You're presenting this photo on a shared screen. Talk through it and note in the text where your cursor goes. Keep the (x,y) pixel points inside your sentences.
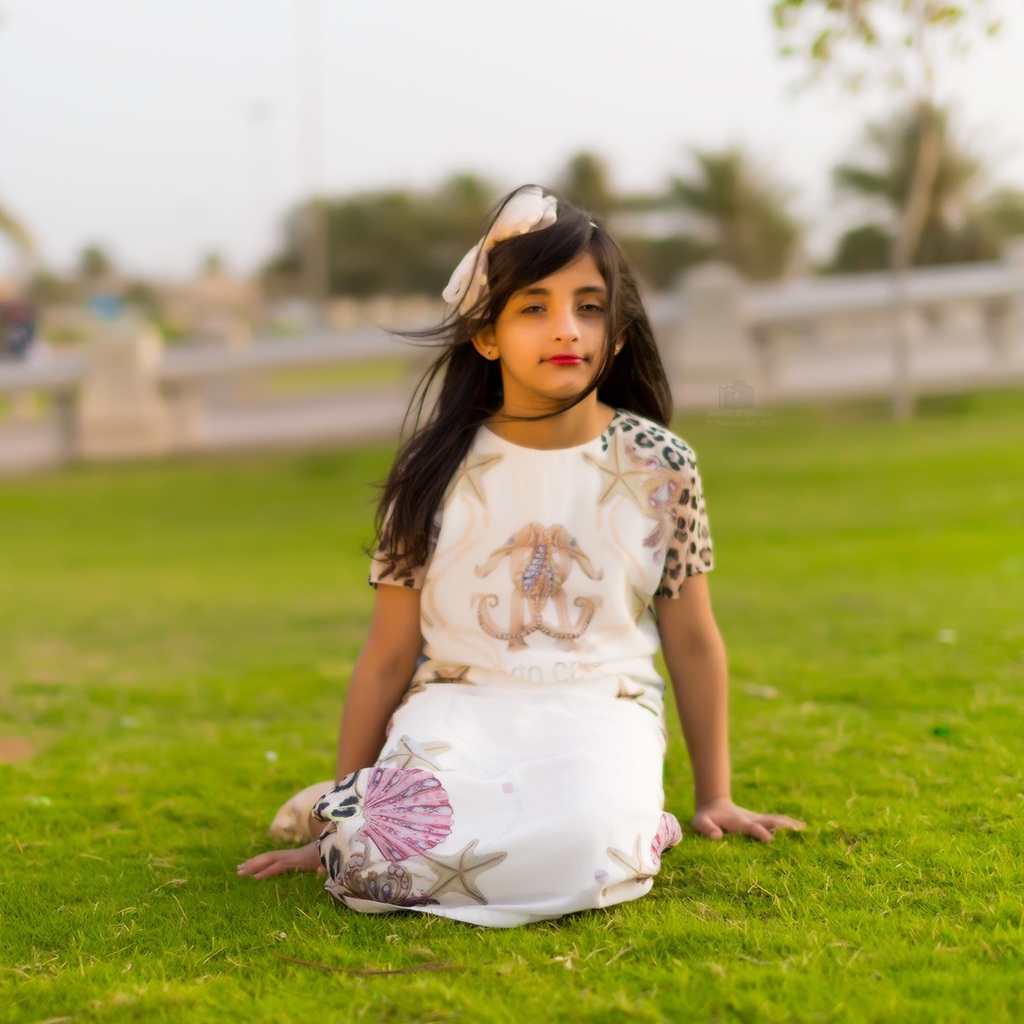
This picture consists of a girl (446,477) sitting on grass (60,635), background (93,376) is too blur, it might be look like the sky (237,176), trees (994,251) and fence (840,336).
